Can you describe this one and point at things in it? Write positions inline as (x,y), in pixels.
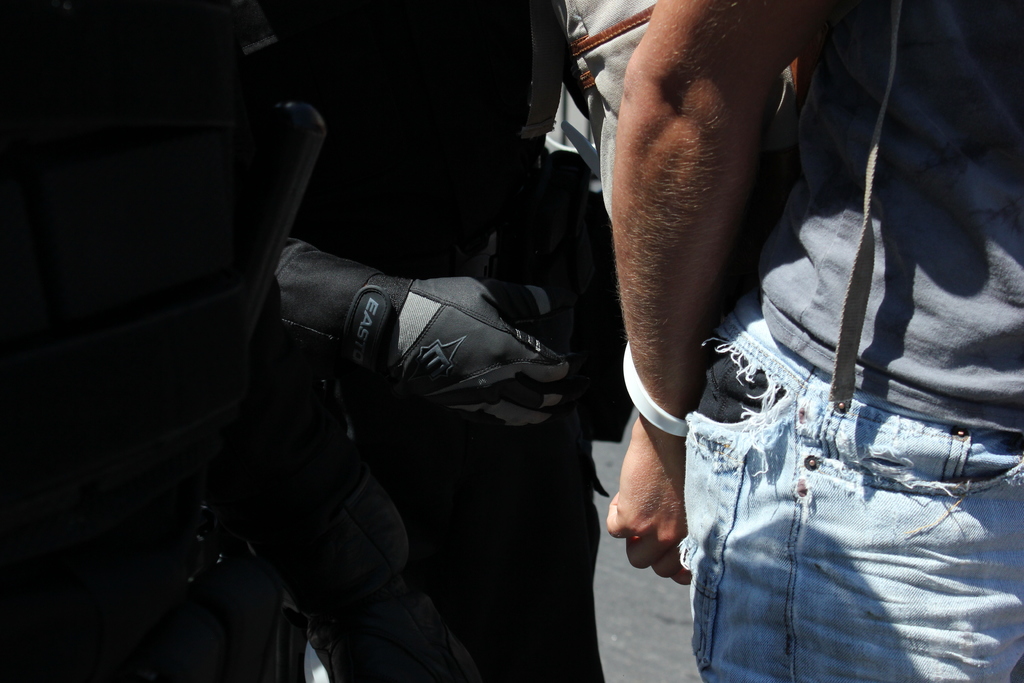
In this image I can see two persons (727,13) standing. In front (911,629) the person (921,419) is wearing gray and blue color dress (909,423).
